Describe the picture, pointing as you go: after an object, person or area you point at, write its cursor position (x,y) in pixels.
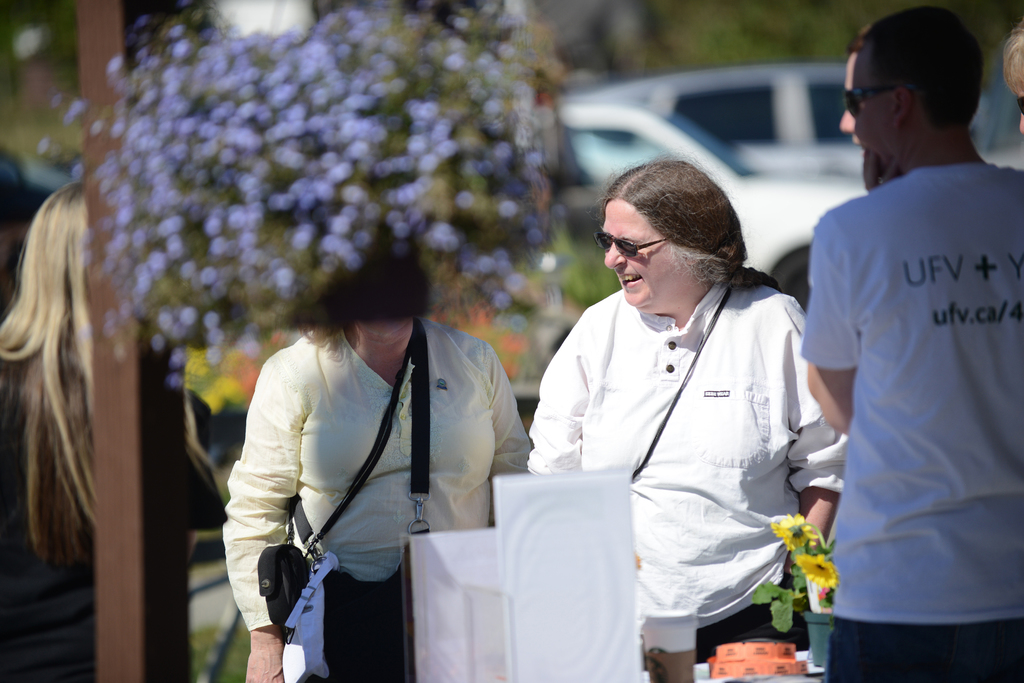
In the picture I can see people (555,422) are standing on the ground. I can also see flowers (798,612) and some other objects (630,632). In the background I can see a pole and vehicles (749,159). The background of the image (654,138) is blurred.
